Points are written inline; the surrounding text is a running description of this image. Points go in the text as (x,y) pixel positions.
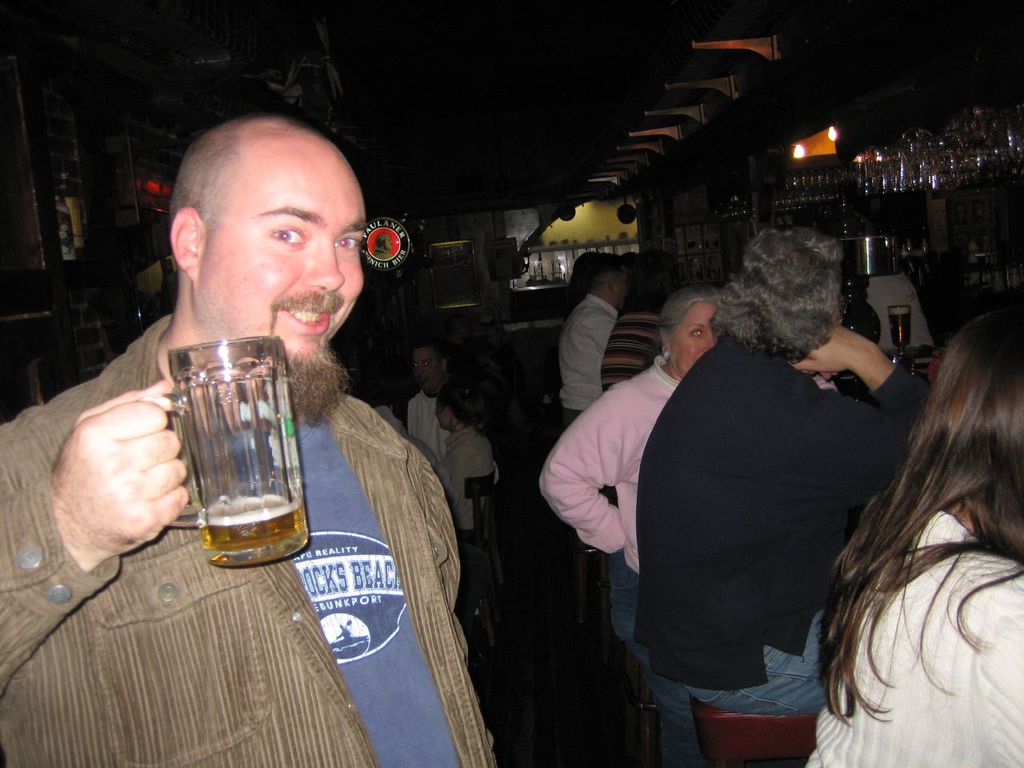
In this image i can see a man (242,665) wearing a blue t shirt (369,606) and a brown jacket (185,645) holding a jar (232,381) in his hands (165,399). i can see few people (462,438) standing. In the background (928,168) i can see few glasses (928,182), few wine bottles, the ceiling (661,116) and the wall (498,297).
